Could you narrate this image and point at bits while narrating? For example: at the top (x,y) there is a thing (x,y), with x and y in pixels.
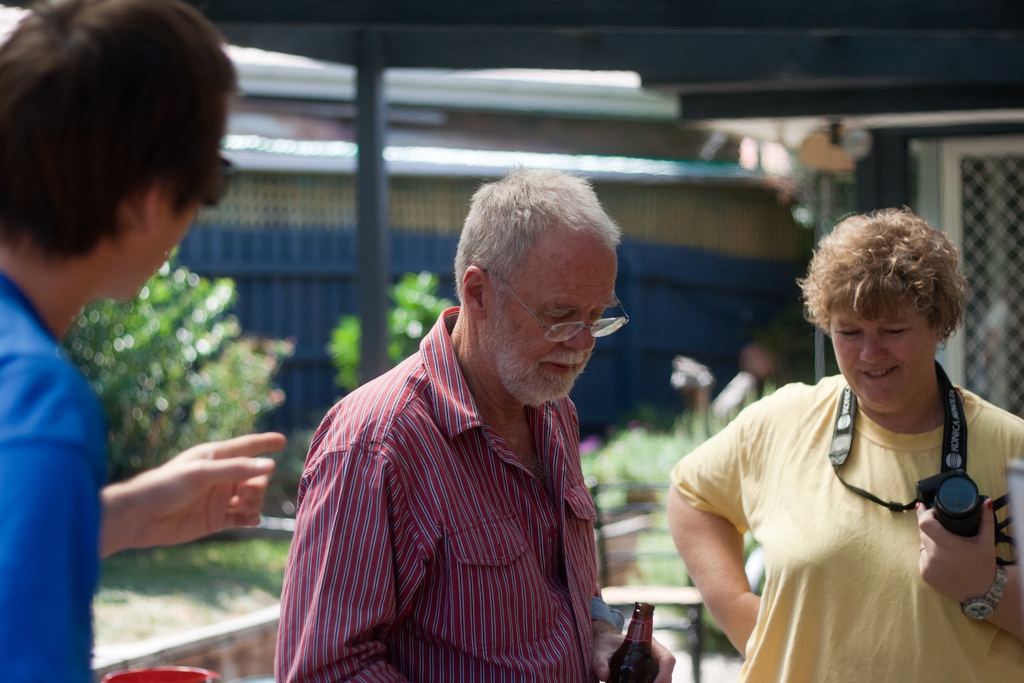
In this image I can see two men (154,182) and a woman (834,344) are standing, I can see she is holding a camera (932,508) and here he is wearing a specs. I can also see smile (877,370) on her face (903,390) and here he is holding a bottle (618,651). In the background (197,380) I can see few plants (336,329).
